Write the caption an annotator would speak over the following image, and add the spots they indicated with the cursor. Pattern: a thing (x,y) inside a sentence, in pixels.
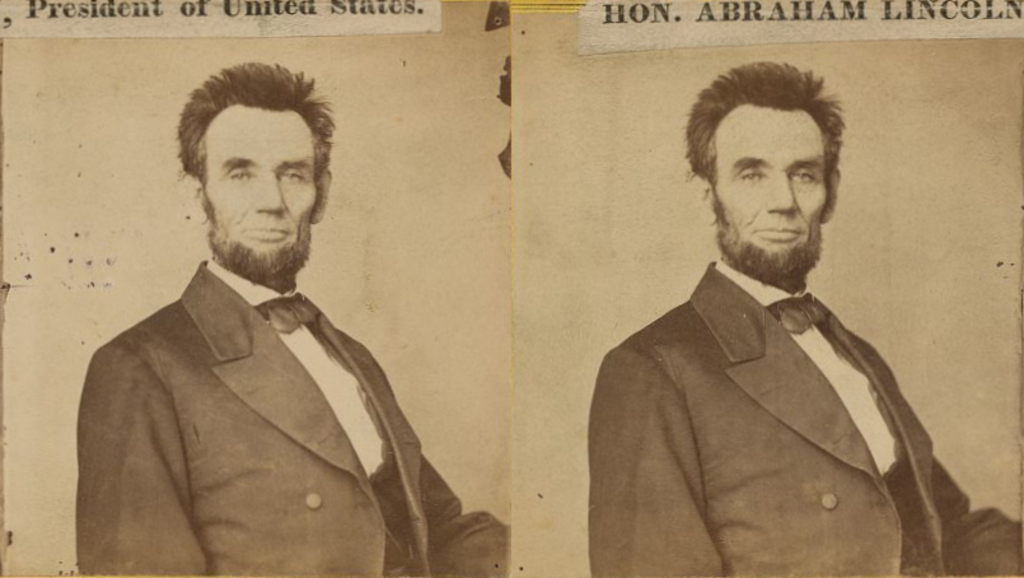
It is an edited image with the collage of a person (325,159) and there is also a text (808,16) visible in this image.
